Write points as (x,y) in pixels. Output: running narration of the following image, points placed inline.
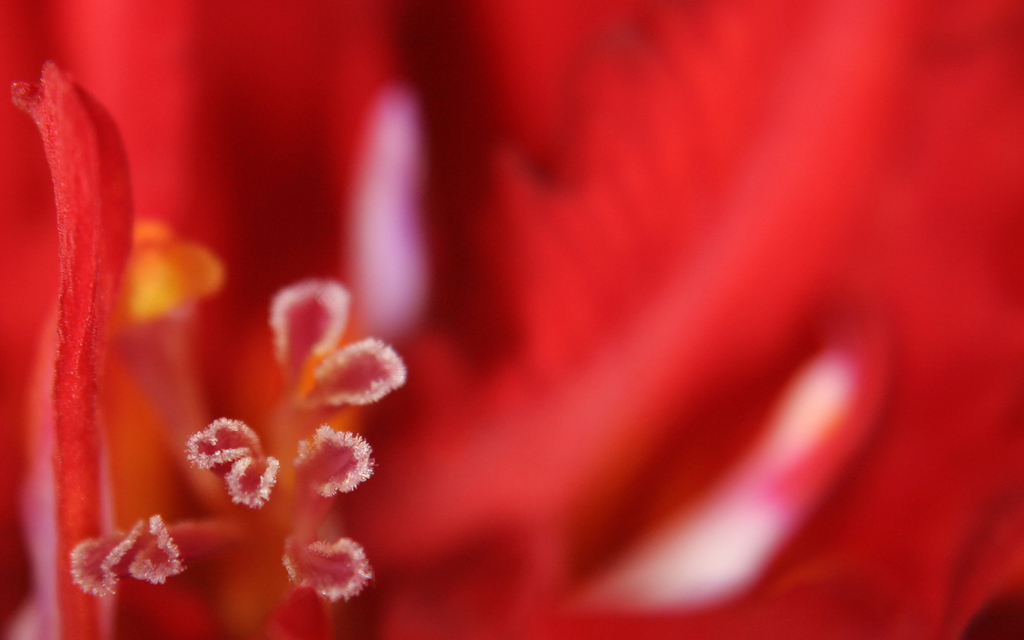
In this picture there is a red color flower (816,186).
